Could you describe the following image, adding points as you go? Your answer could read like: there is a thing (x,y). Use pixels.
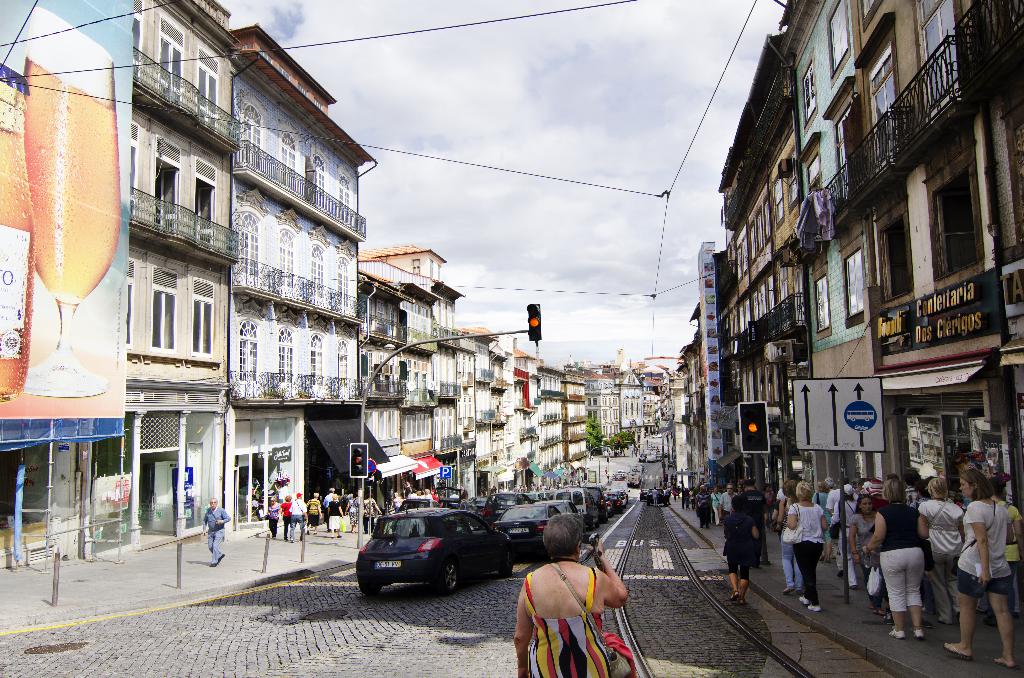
In this image on the road (639,510) many vehicles (501,512) are moving. In the middle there is a lady (578,586) holding a camera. On the sidewalks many people (876,527) are walking. On sides of the road (396,614) there are traffic signals (758,430). On both sides of the road (412,613) there are buildings (675,394), trees (615,434). The sky (496,125) is cloudy. This is a banner (114,215). On the ground (202,650) there are cobblestones (237,622).
